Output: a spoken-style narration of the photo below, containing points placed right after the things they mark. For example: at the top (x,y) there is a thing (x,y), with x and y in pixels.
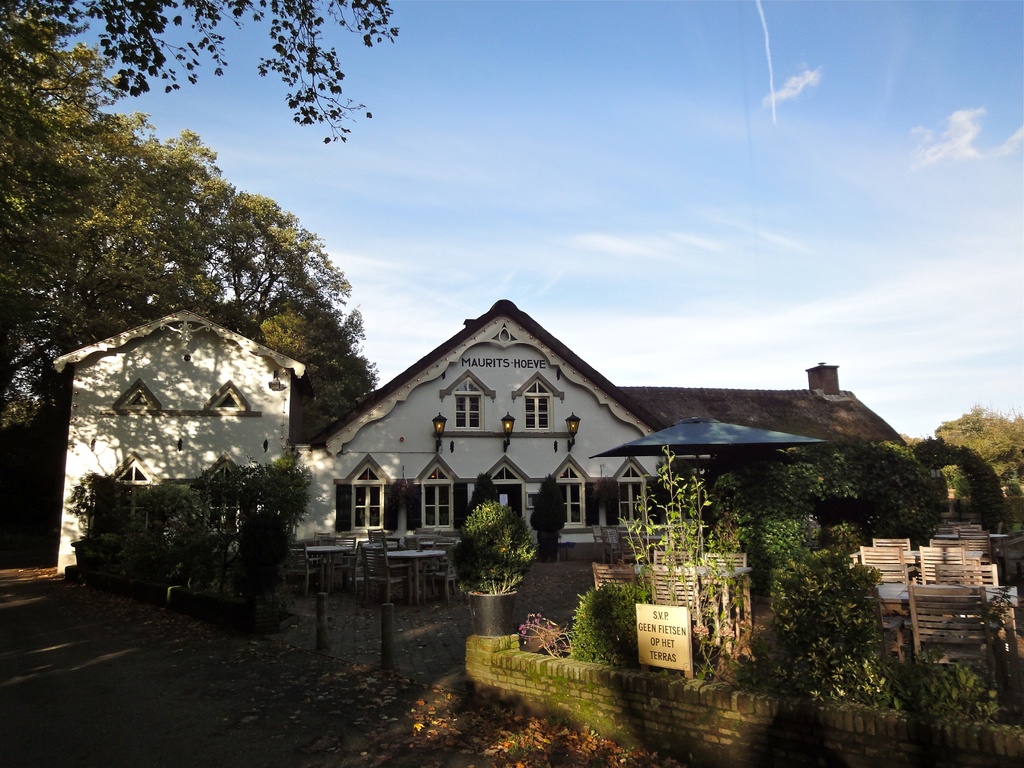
In this picture we can see white color house (447,417) with thatched roof (669,417) and white color windows (497,477). On the right corner (768,531) there are some plants (815,645) and wooden chairs (929,617). On the left side (207,491) we can see some trees (34,210) and plants (128,507).
